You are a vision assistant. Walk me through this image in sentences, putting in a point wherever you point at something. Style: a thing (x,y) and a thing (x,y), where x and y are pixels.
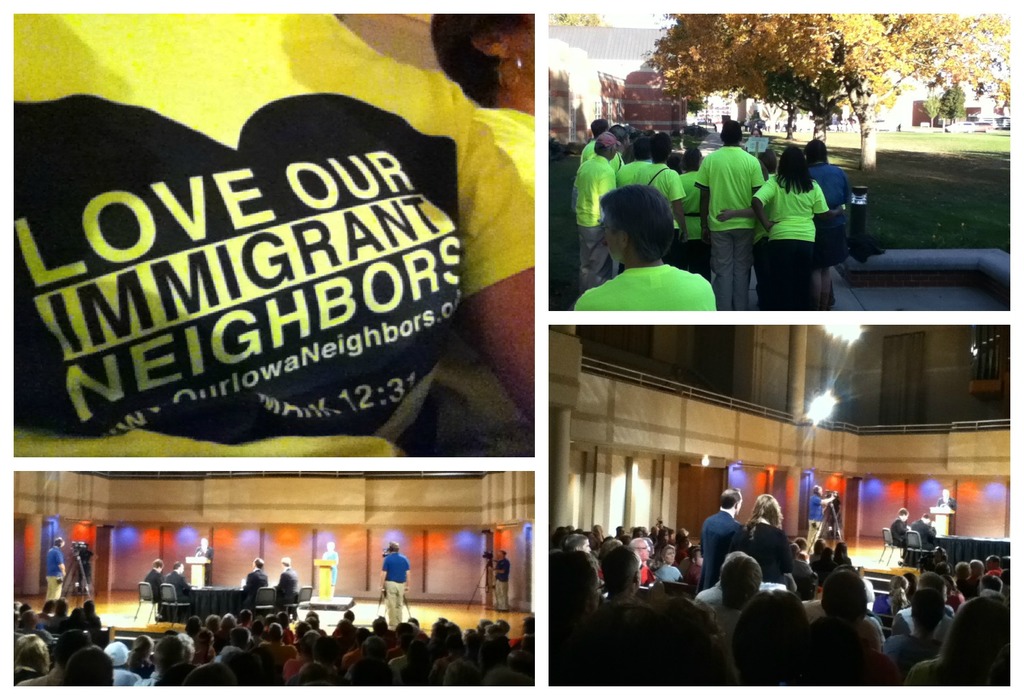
This is the picture of a collage photo with four different photos (332,406) and in the top left side (314,125), we can see a photo (322,164) of a cloth (434,158) with some text (369,156) and in the bottom left (166,570) we can see some people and among them two people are standing near podium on the stage (116,601) and there are few people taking videos with cameras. On the top right side (694,205), we can see a photo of some people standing and there are some trees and buildings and in the bottom right side (834,497), we can see a photo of some people (960,618).
